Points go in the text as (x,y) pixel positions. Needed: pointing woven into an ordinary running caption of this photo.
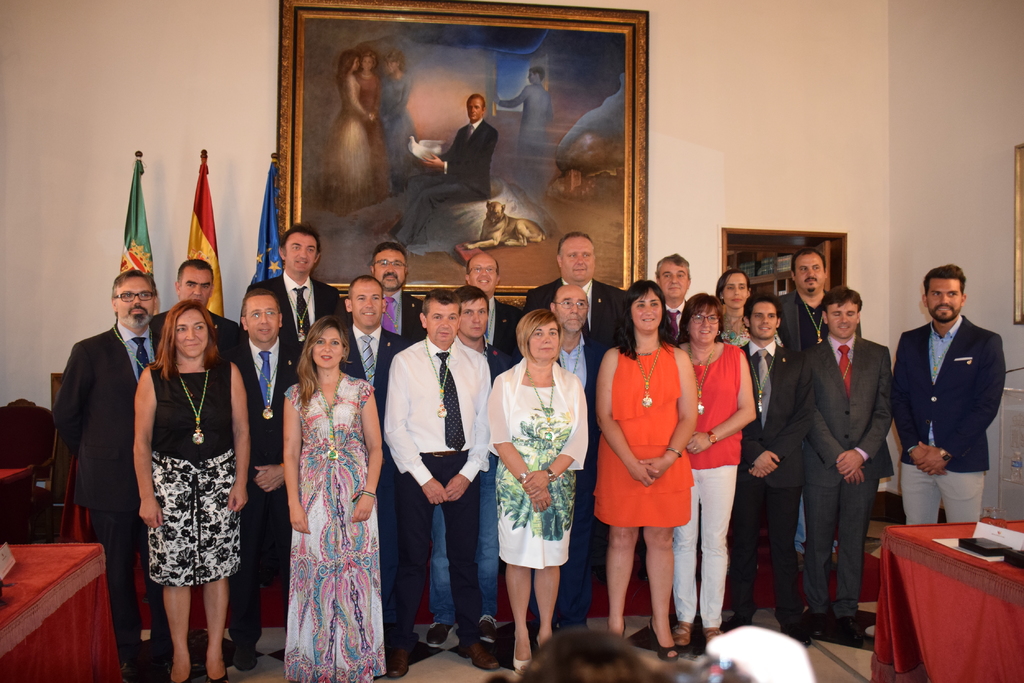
In this image we can see a few people (493,413) standing and posing for a photo and there is a wall (232,175) we can see photo frame (542,163) on it. we can see three flags (262,248) in the background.
